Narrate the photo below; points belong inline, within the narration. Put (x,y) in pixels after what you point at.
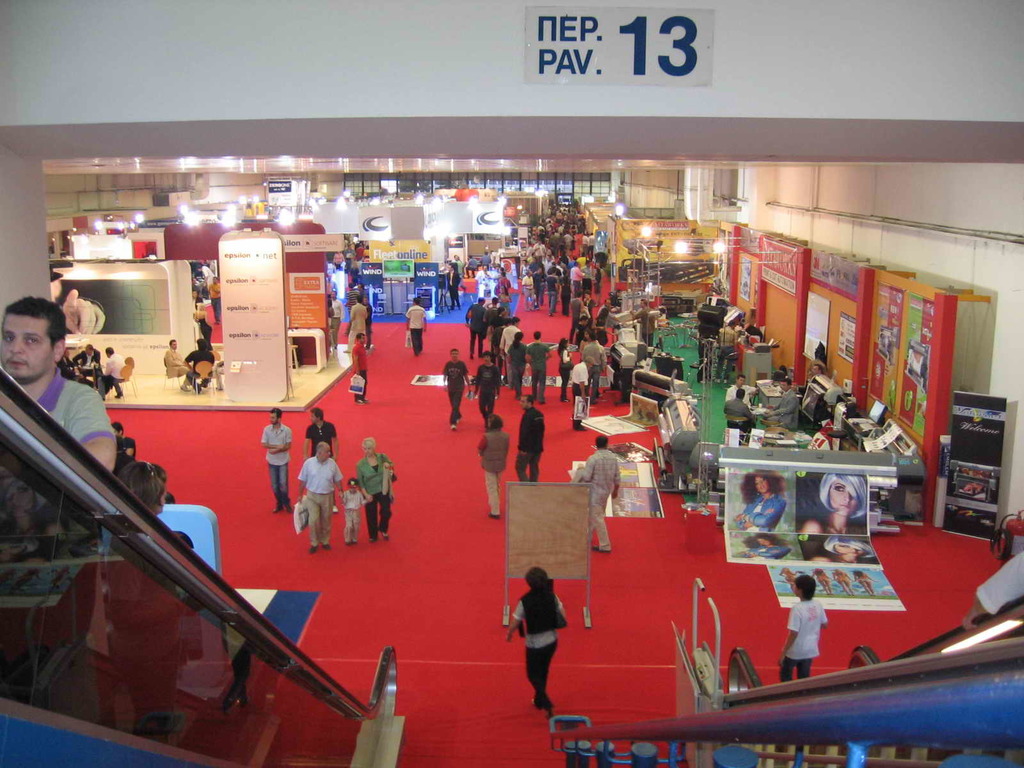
In this image in the center (519,471) there are persons (520,454) walking, sitting and standing. On the right side (811,322) there are boards (772,296) with some text (850,322) written on it, and on the left side (321,291) there are boards (308,296) and the persons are sitting. At the left side (66,442) there is a person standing on a staircase (104,656). On the top (605,60) there is some text (635,66) written on the wall (578,46). On the ground (440,545) there is a mat (420,551) which is red in colour. On the right side (830,518) in the front (808,517) there is poster (790,520) of persons (836,518).
